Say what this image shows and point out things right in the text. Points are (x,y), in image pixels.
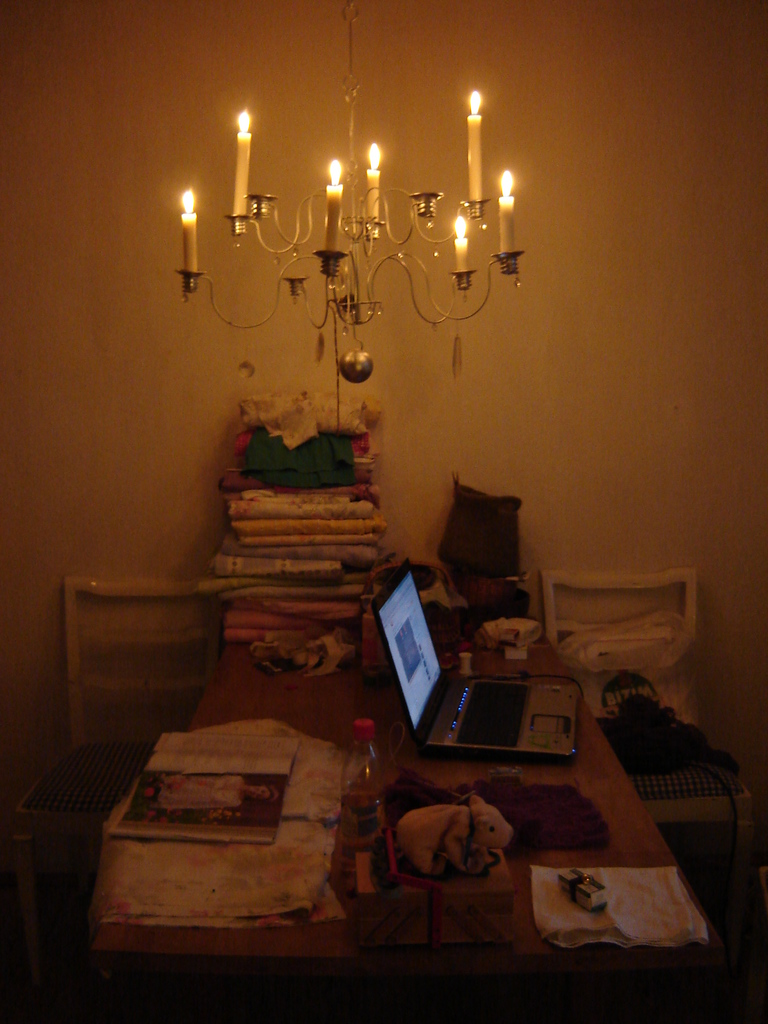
In this picture we can see a table (617,818). On the table (604,795) there are some clothes (273,632), book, laptop (528,714), bottle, and a toy (414,824). On the background (633,293) there is a wall (117,340). And these are the candles (507,248).
